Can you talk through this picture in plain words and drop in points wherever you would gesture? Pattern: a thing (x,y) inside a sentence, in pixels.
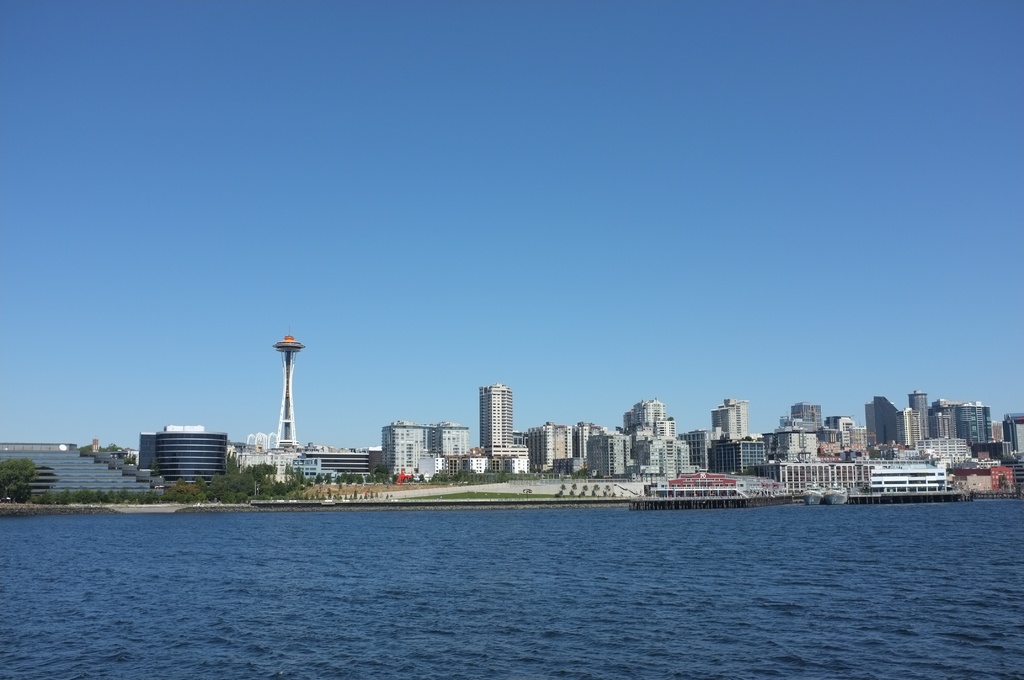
In the image we can see there are many buildings (574,431) and a tower (283,403). We can even see there are trees (78,494), stairs (72,481), grass (463,493), water (524,579) and the sky (392,244).
